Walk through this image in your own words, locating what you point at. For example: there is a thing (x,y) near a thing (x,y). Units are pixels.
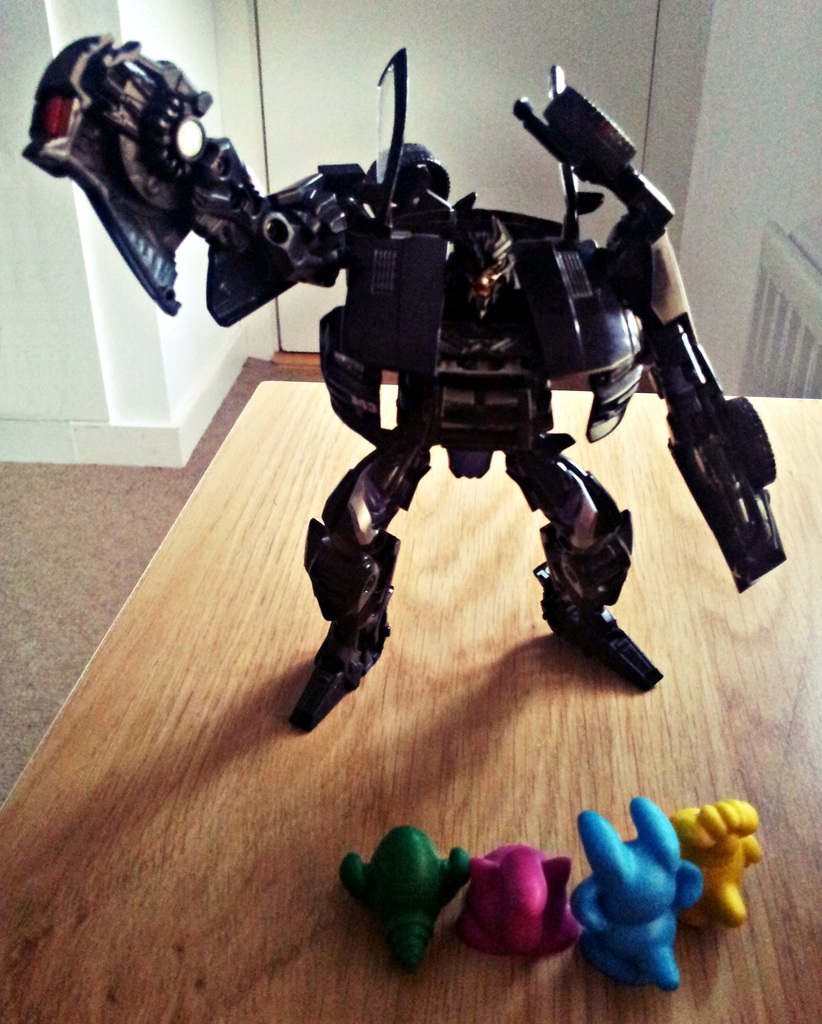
In this picture we can see few toys (486,339) on the table (567,702).
